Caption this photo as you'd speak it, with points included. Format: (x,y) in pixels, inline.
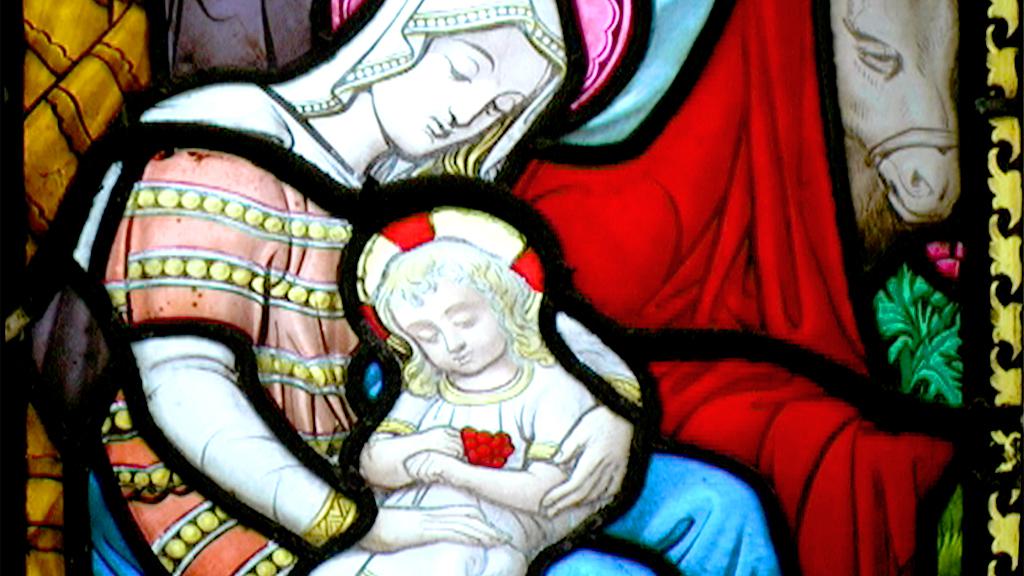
In the image we can see there is a painting (346,284) of a person (281,243) sitting and there is a kid (493,393) sitting in the lap (651,555) of the person (610,555). Behind there is a painting (877,95) of a horse (926,105) standing.
